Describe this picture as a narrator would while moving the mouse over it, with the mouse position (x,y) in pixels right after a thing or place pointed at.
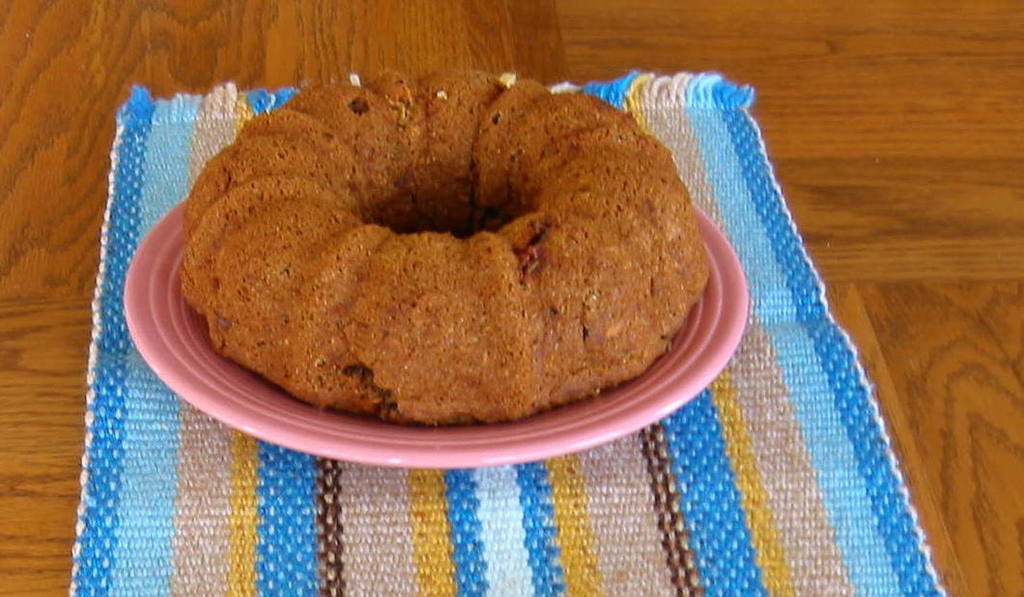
In this image I can see food (256,244) in a pink colour plate (437,448). I can also see a cloth (389,557) of different colours.
